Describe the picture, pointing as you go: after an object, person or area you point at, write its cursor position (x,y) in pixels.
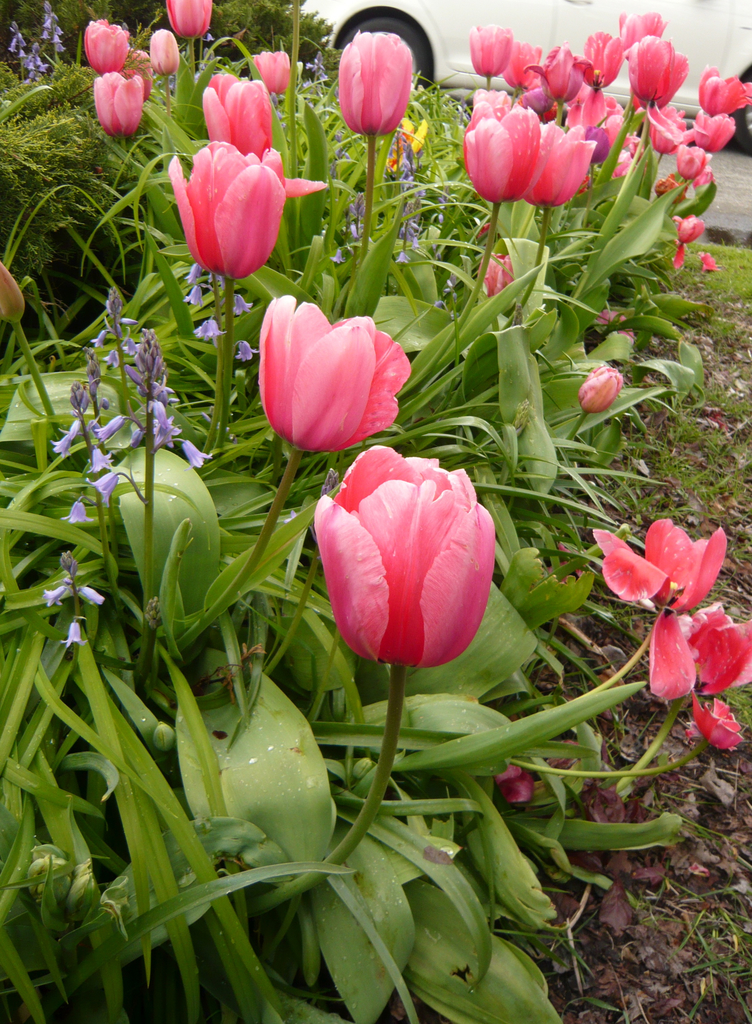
In this image I can see the flowers (279,417) to the plants (355,691). In the background (447,8) I can see the vehicle (554,31).
